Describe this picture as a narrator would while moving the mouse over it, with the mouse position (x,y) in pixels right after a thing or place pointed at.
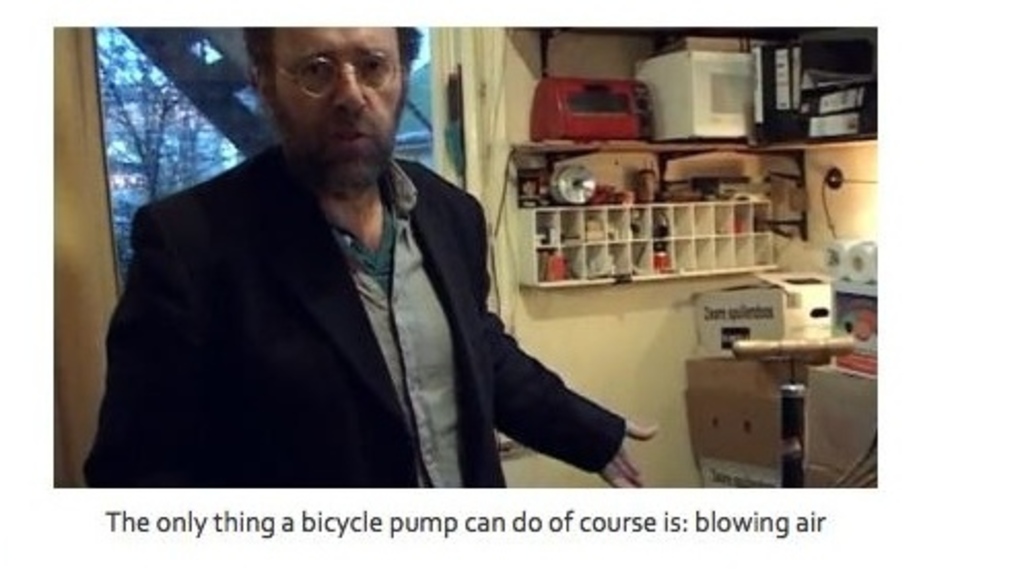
In this image we can see a man (296,248) standing on the floor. In the background (554,118) we can see objects (697,184) arranged in cupboards (687,211), trees (192,130) and sky (132,72). At the bottom of the image (366,518) we can see text (806,517).
